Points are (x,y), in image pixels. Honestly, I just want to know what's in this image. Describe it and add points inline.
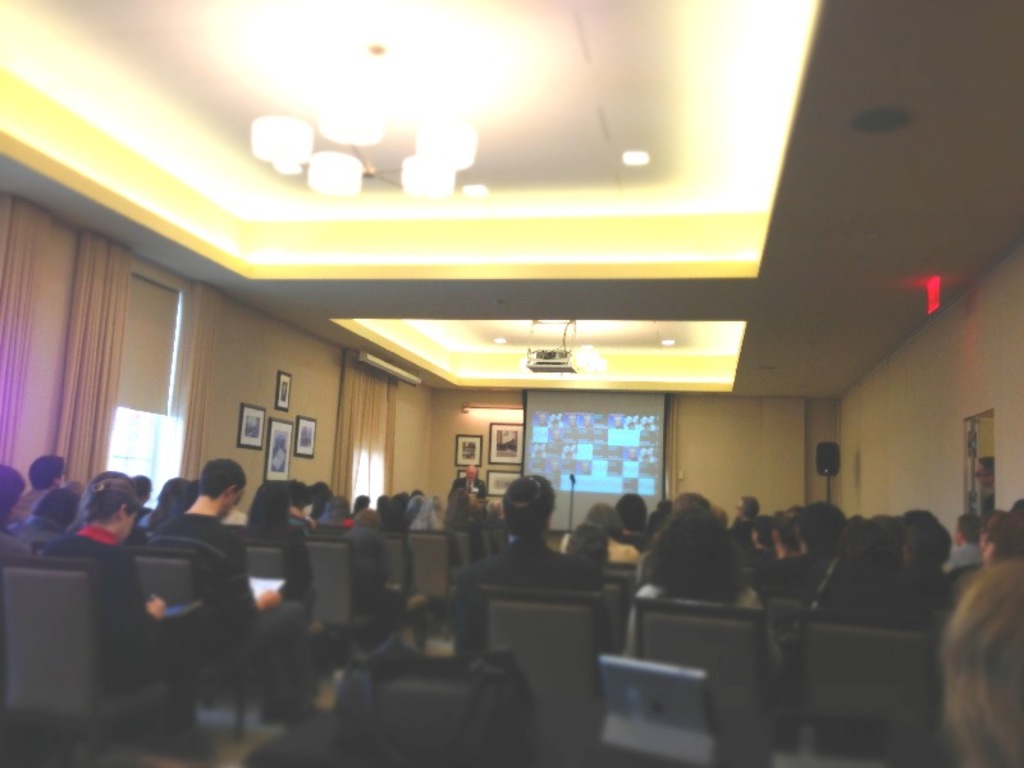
There are people (490,520) sitting on chairs (53,598). We can see bag (445,717). In the background (579,485) there is a person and we can see frames (248,445) on walls (840,479), microphone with stand (570,502), speaker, screen (563,505), curtains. At the top (315,168) we can see lights (296,136) and projector (536,357).
